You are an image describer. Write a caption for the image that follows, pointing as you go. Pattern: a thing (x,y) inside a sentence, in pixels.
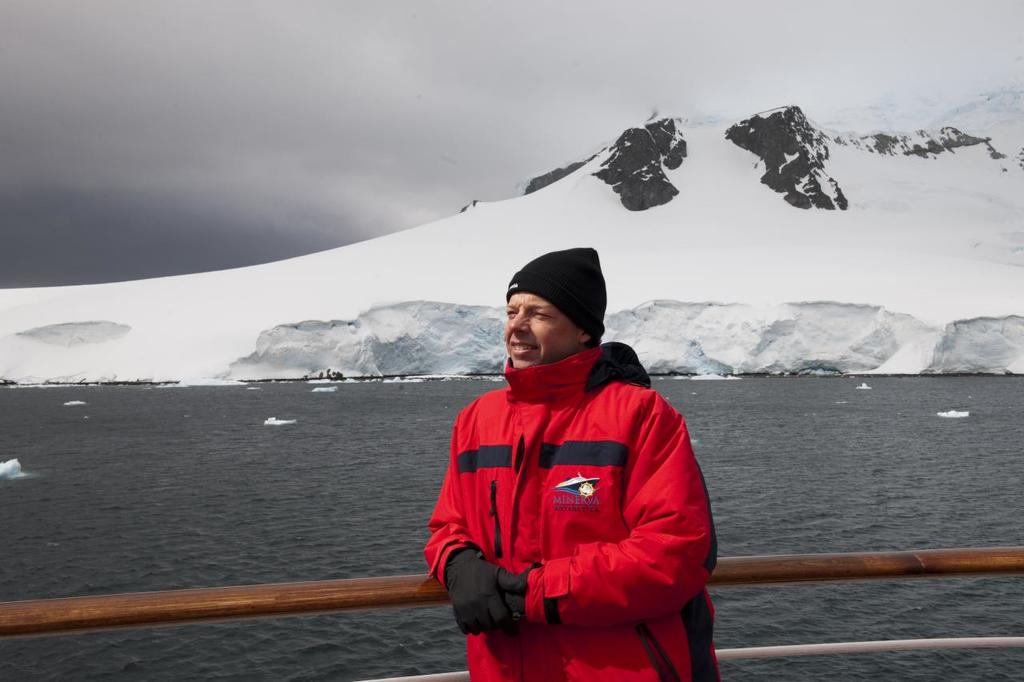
In this image in the front (558,554) there is a man (559,555) standing and smiling and is leaning on the railing (305,602). In the center (396,436) there is water (790,499). In the background (723,219) there are mountains (589,157) and the sky (445,105) is cloudy.
